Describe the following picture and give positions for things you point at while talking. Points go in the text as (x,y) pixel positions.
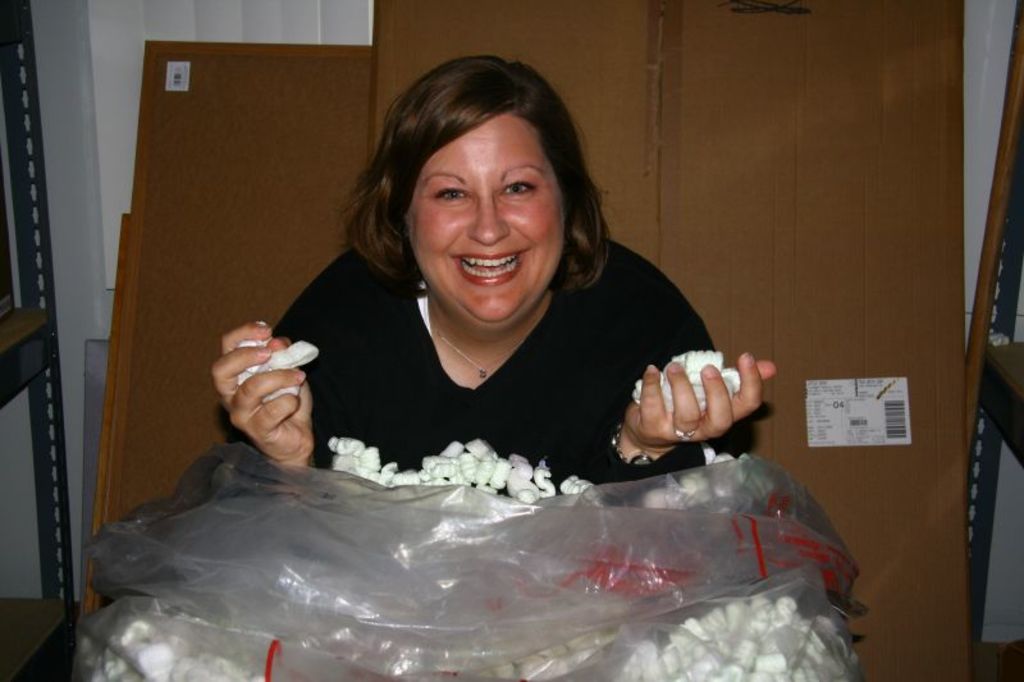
In the given picture, I can see a women (401,138) sitting and holding few objects (691,369), Behind the women (677,326), I can see a cardboard box (514,27) and a board (140,194) and in front of women (672,341) a plastic bag (477,543) which is filled with an objects (568,493) and behind them, I can see a white color curtains (223,24) and towards left (40,183), I can see a rack (27,205) and towards right (998,387), I can see another rack (1008,377).
